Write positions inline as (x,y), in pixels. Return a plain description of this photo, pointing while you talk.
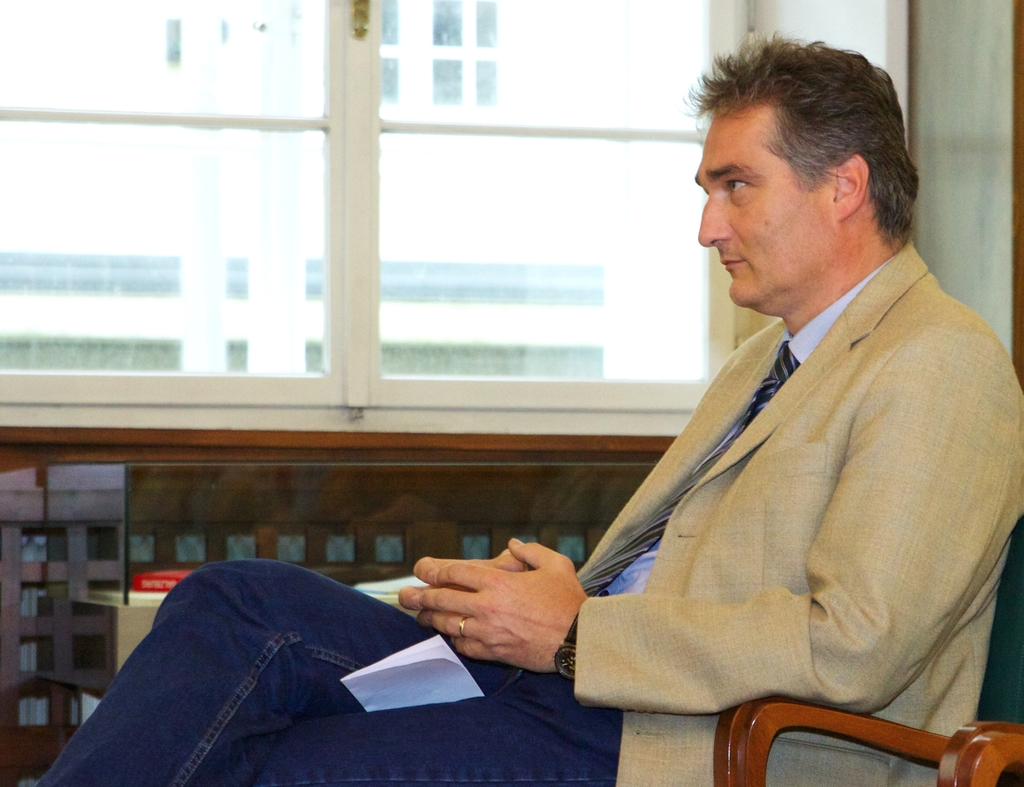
In this image we can see a person (801,498) sitting on a chair (837,712) holding a paper (430,696) with his legs (424,728). On the backside (531,427) we can see a window (471,430).
